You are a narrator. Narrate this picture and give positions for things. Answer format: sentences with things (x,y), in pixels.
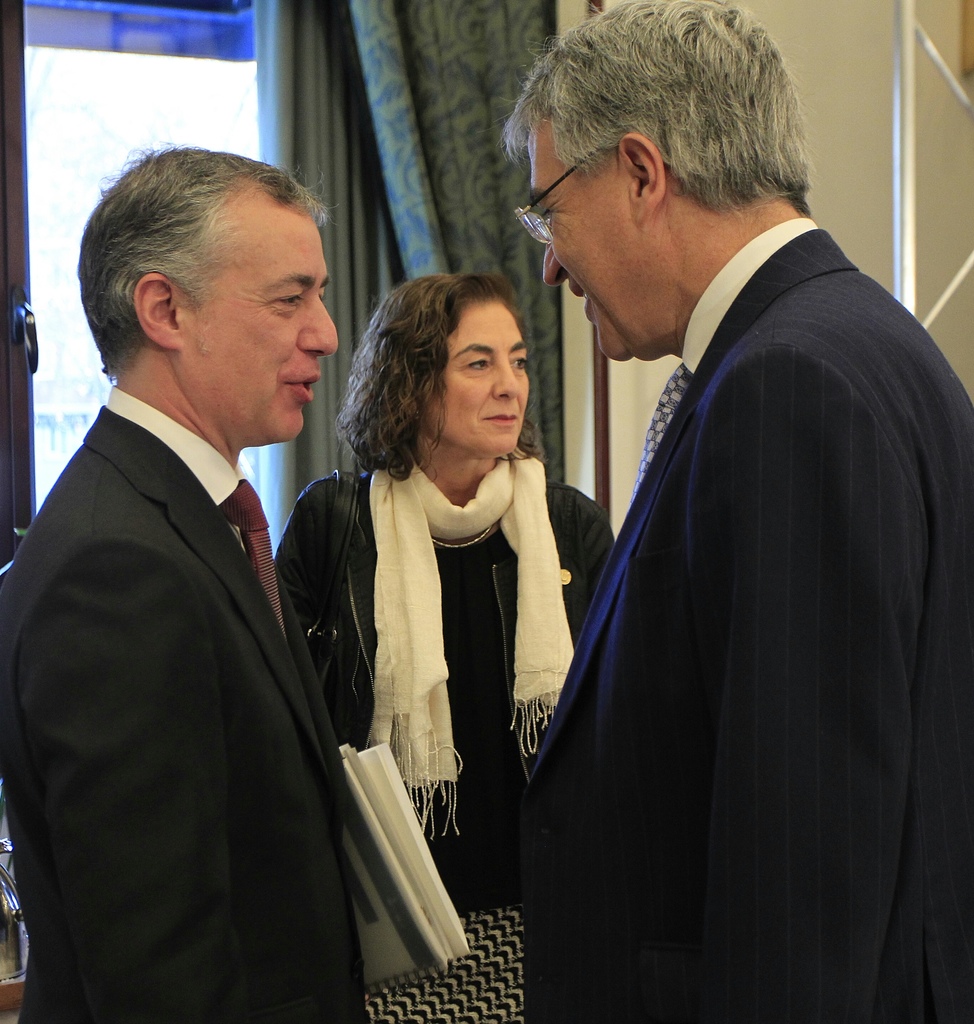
In this picture I can see few people (454,604) are standing, among them one person (341,892) is holding papers (368,898), behind I can see a window (142,95) to the wall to which there is a curtain (392,180).
